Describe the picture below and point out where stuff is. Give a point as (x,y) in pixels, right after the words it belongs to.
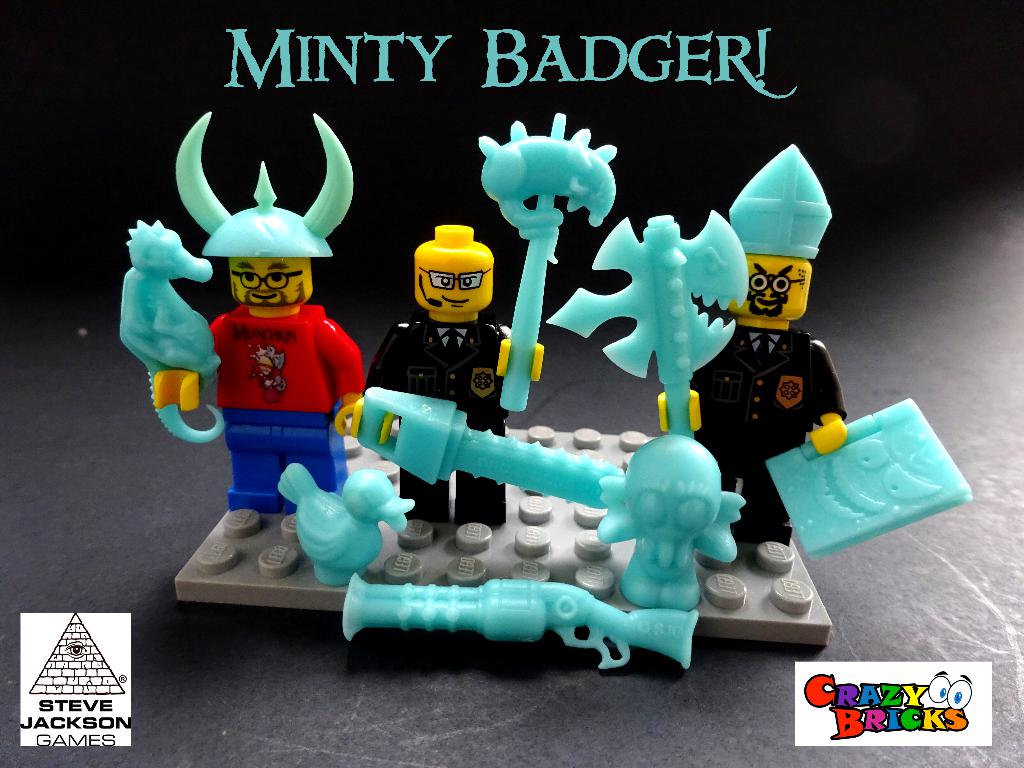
In this image I can see the toys (296,435) which are in black, red, blue and yellow color. These are on the ash color surface (466,549). In the background (505,70) I can see the black image (472,94). And there is a name minty badger (307,60) is written on the image.
